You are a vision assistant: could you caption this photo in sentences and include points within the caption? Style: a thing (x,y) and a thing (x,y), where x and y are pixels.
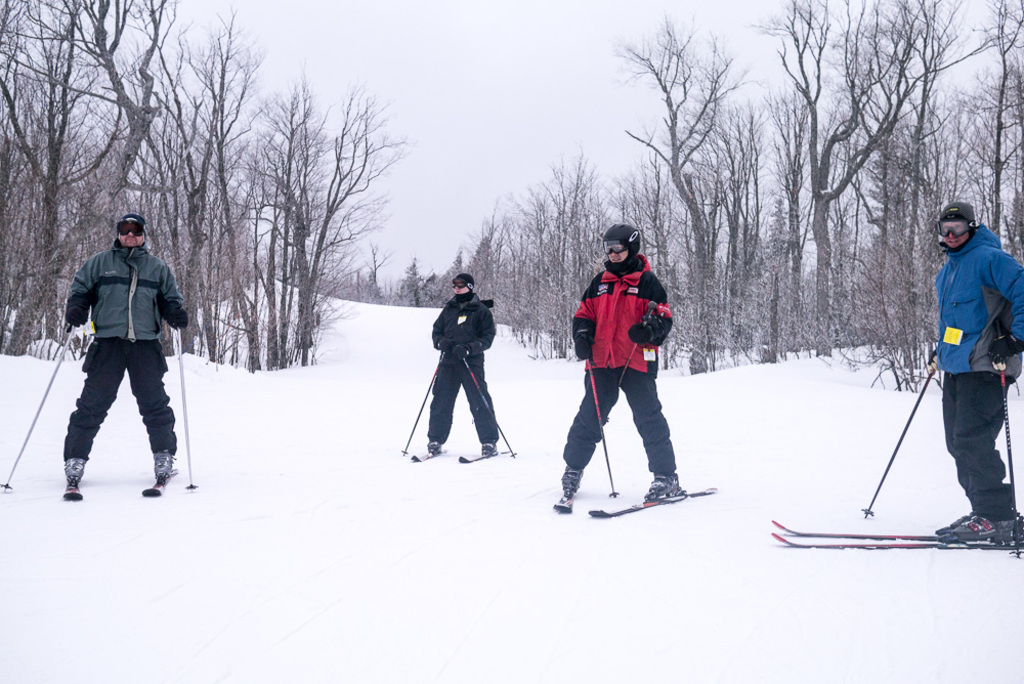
In the picture we can see a snow surface (81,366) with four people (94,390) standing on skis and holding sticks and they are in jackets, helmets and gloves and behind them we can see many dried trees (136,151) and the sky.
